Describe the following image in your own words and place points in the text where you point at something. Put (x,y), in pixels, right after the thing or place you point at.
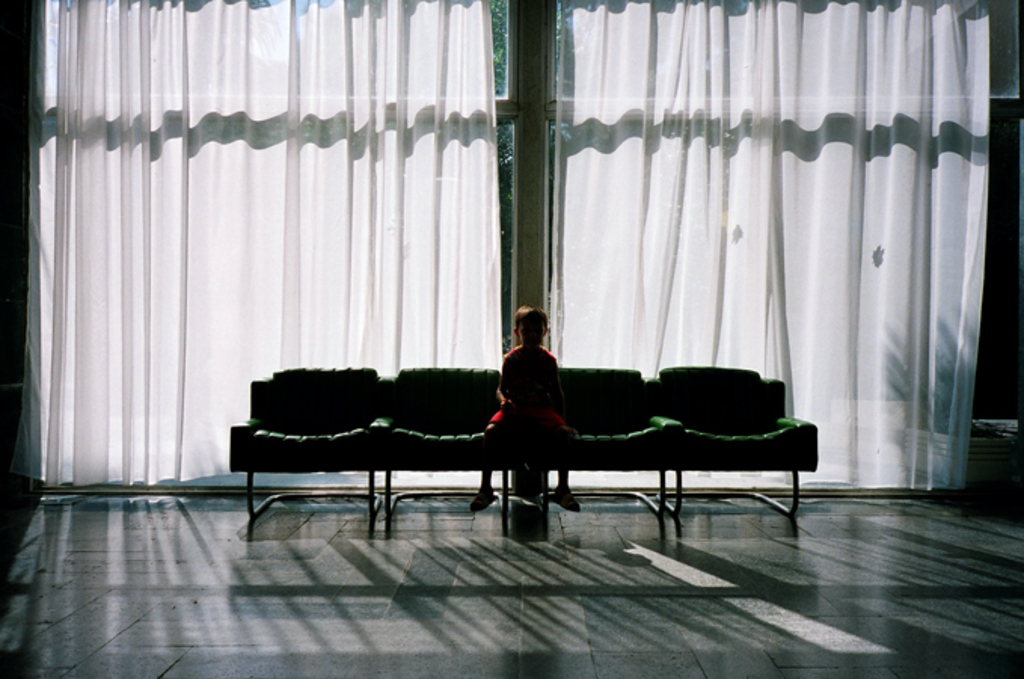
In the picture we can see a floor (753,505) on it, we can see four chairs (580,492) on it, we can see a boy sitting and behind we can see a glass wall (530,192) with two white curtains (447,263).
